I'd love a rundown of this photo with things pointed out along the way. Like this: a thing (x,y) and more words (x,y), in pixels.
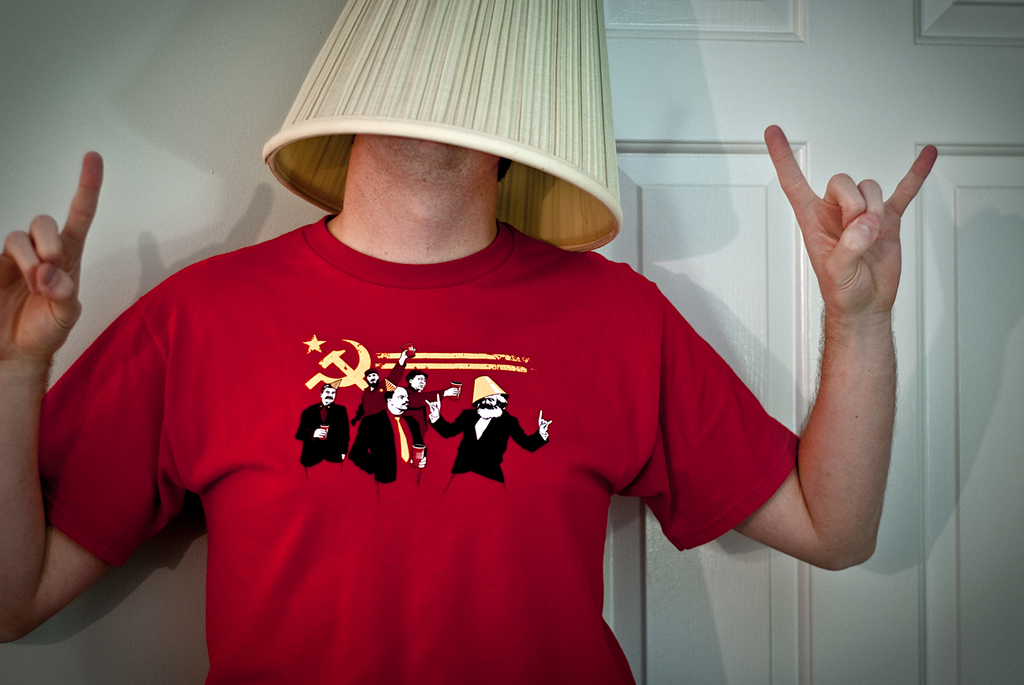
In this image in the center (450,379) there is a man (420,461) standing and covering his face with an object (443,91) which is white in colour. In the background (677,243) there is a door (707,239) and there is a wall (202,155).
